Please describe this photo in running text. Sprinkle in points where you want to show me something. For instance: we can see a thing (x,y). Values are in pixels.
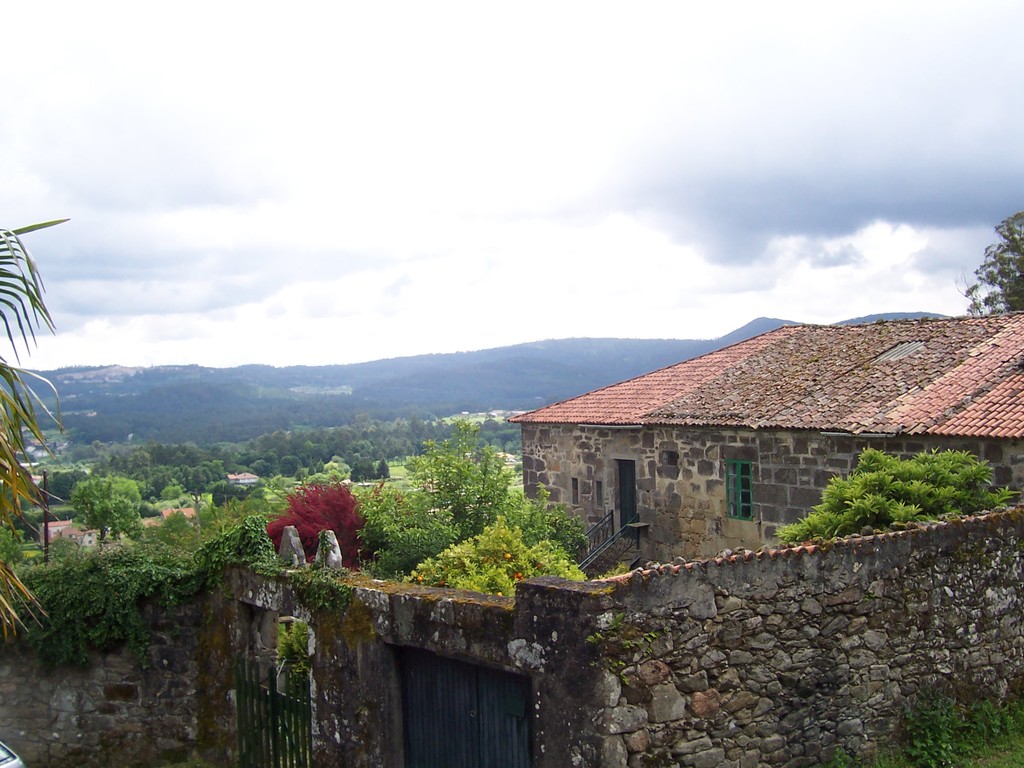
In the image in the center (586,440) we can see building (688,460), wall (740,731), window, roof (907,376), gate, door (633,515), staircase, trees (394,548), plants (480,547) and grass (984,746). In the background (599,225) we can see sky (410,234), clouds (876,241), trees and hill (472,372).
